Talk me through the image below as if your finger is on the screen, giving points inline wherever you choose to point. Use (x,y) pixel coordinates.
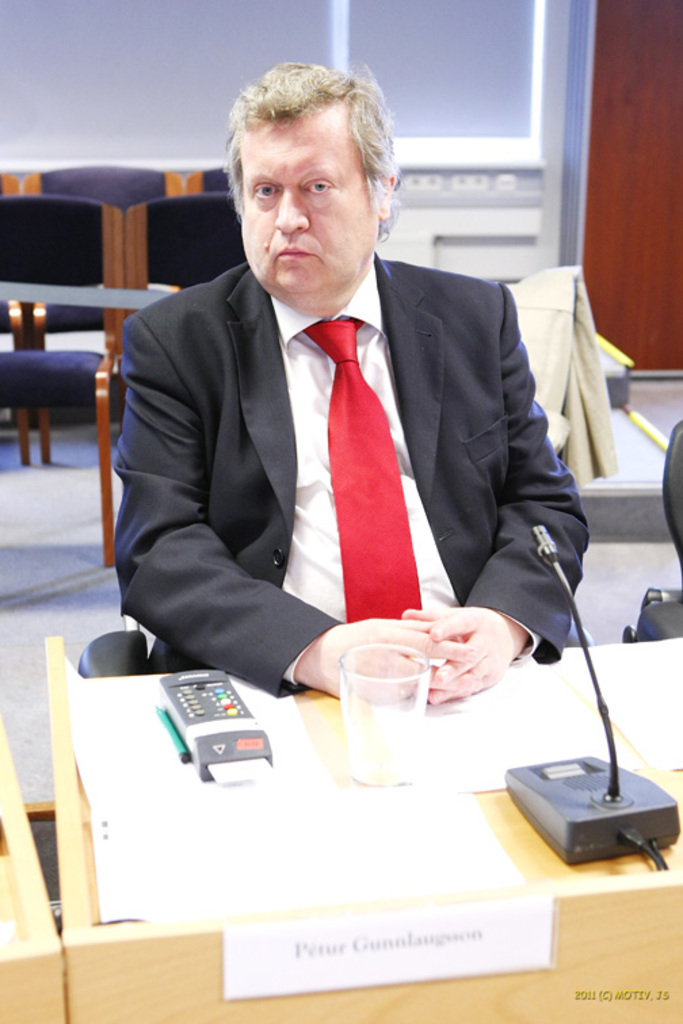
In this image, we can see a man (353,489) in a suit (259,593) is sitting on the chair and watching. At the bottom (333,737), we can see wooden desks (582,885). On the desk (531,832) we can see glass (353,726), device (198,743) and microphone (616,820). Here there is a sticker (388,962). Background (15,525) we can see chairs (669,514), floor (38,562), door (630,228) and few objects (499,187).
